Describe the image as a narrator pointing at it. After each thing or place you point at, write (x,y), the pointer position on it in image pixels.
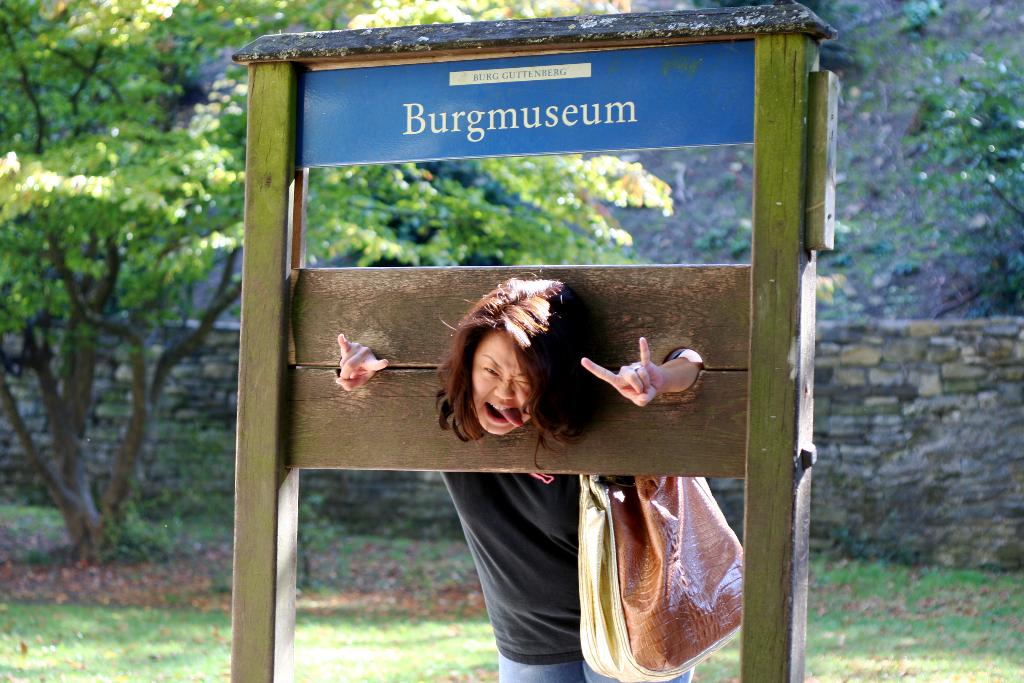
In this image there is a woman (574,667) standing is wearing a black shirt (540,601) is carrying a bag (722,591). At the left side (314,224) there is a tree (188,25). behind there is a wall (984,367). At the bottom of image (55,622) there is a grassy land (55,622).
